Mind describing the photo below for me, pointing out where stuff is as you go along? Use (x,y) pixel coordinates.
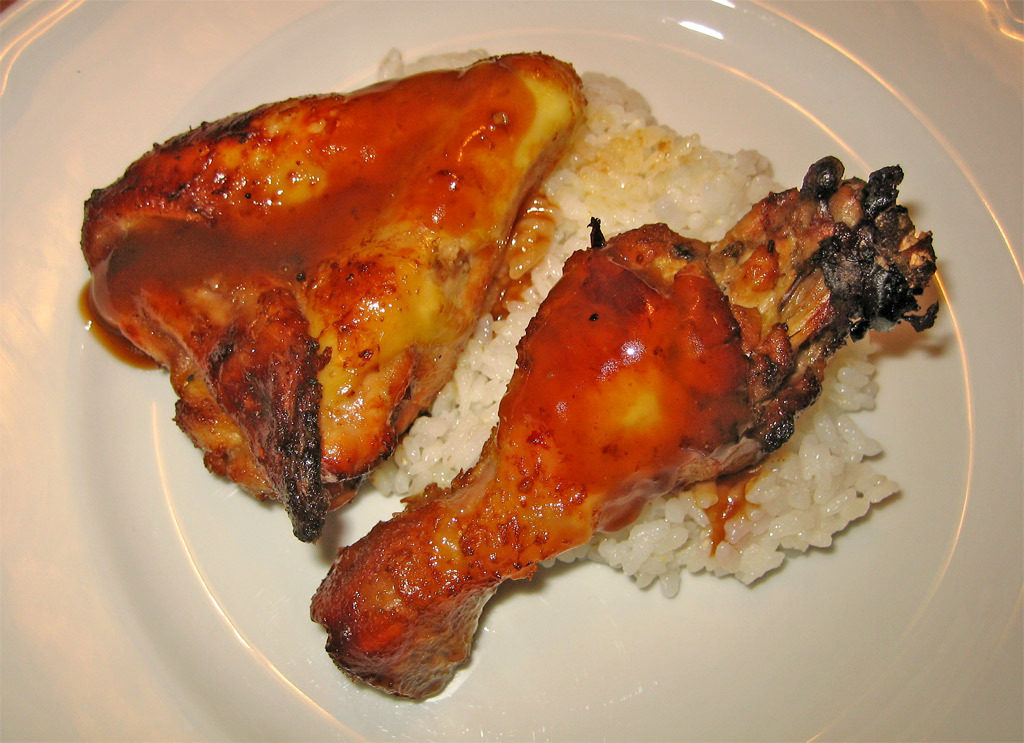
In this image in the center (396,294) there is one plate (63,487), in that plate (63,487) there is some food (456,412) and chicken (425,390).
